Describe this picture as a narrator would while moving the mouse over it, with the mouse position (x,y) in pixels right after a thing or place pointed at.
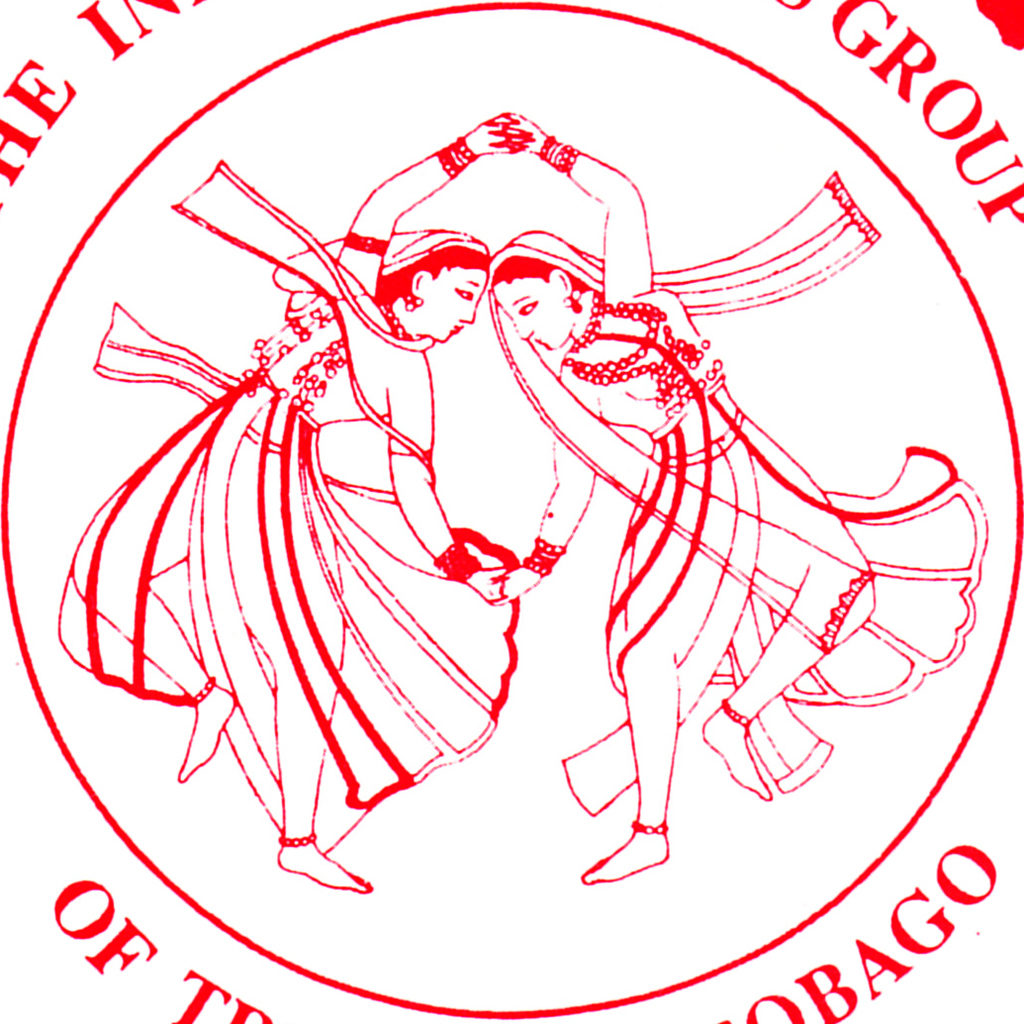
In this picture we can see a logo (801,574) and some text (894,53), here we can see depictions (723,420) of two persons (540,380) in the middle (498,560).
